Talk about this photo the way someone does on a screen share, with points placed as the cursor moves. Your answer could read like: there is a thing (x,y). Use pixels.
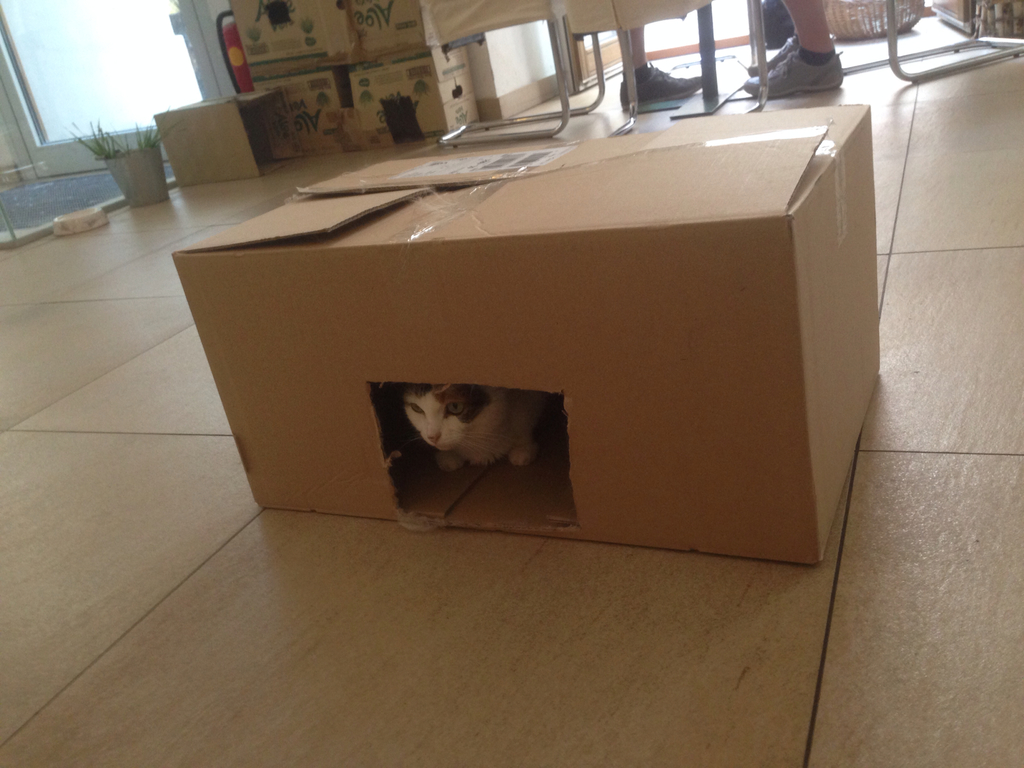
In this image there are cardboard boxes (469,471) and we can see a cat (440,407). We can see people's legs (798,14) and there is a houseplant (126,184). On the left (124,84) there is a door (84,82).
